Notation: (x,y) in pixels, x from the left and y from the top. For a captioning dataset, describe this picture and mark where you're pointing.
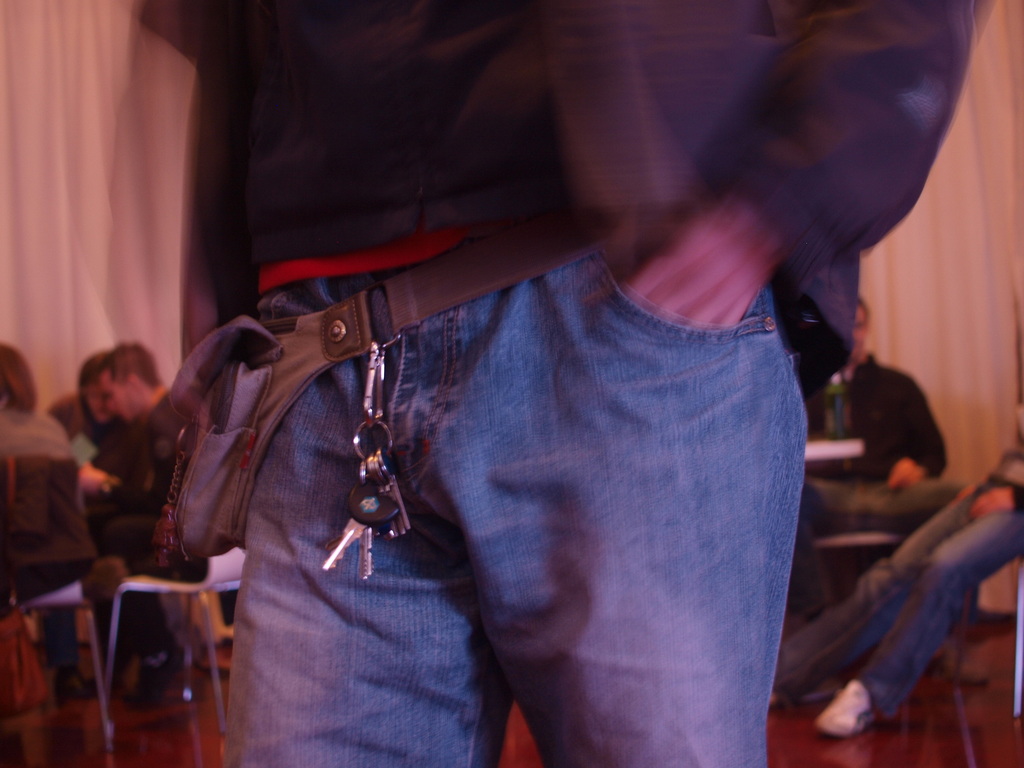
This picture is clicked inside. In the foreground (566,342) there is a person (687,173) standing on the ground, wearing blue color jeans (648,538), sling bag (325,320) and we can see the keys (350,538) are hanging on the bag (343,339). In the background (68,47) we can see the curtains (952,261) and a group of people (908,444) sitting on the chairs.
